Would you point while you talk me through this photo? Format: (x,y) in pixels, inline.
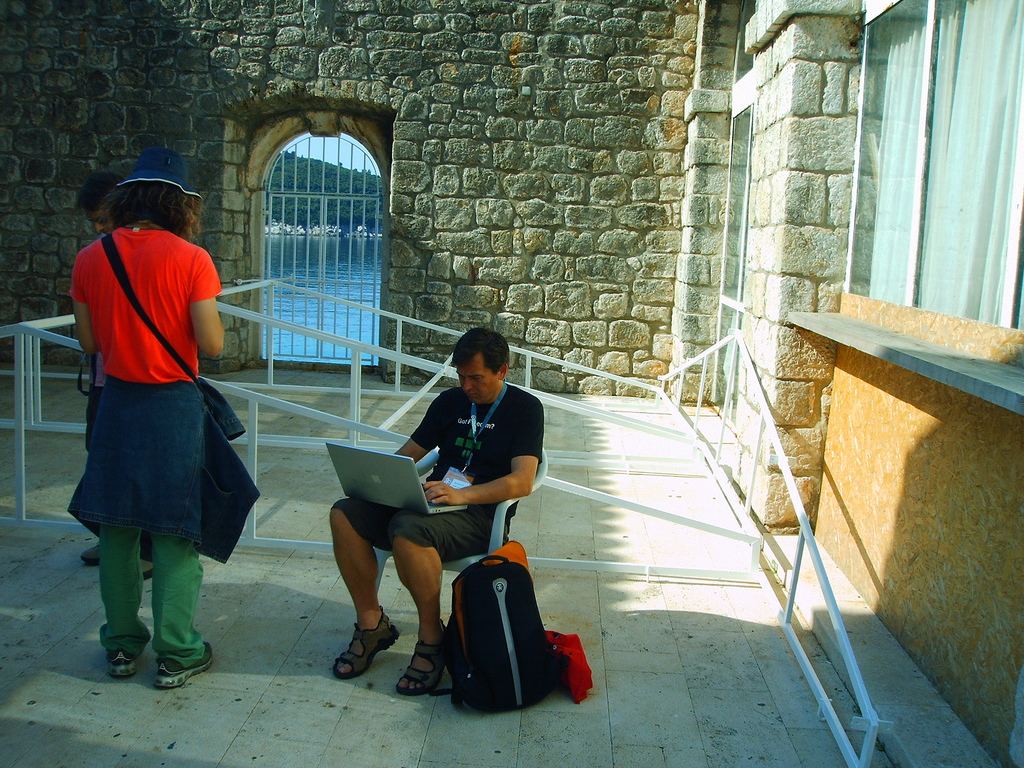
In the center of the image (494,448) there is a person (481,520) sitting on the chair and he is holding the laptop (422,496). Beside him there is a bag (493,667). On the left side of the image (117,365) there are two people (160,513) standing on the floor (208,700). Behind them there is a metal fence (740,506). In the background of the image (269,194) there is a door (319,252). There is water (326,270). There are trees (332,201). There is a wall (615,231). On the right side of the image (919,236) there is a glass window (923,273). There are curtains (909,148).
